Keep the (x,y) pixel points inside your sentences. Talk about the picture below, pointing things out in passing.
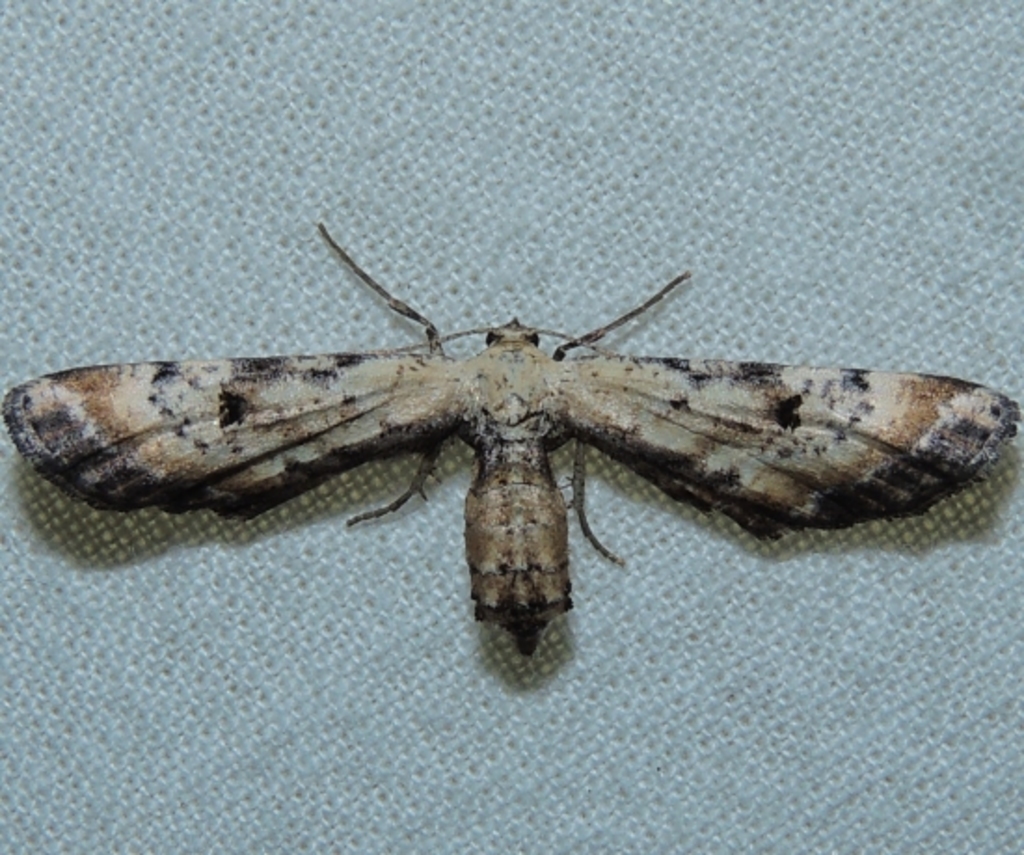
In this picture, I can see a mat (673,123) top of the mat (702,123) i can see a moth (251,362) with open wings (360,453).
